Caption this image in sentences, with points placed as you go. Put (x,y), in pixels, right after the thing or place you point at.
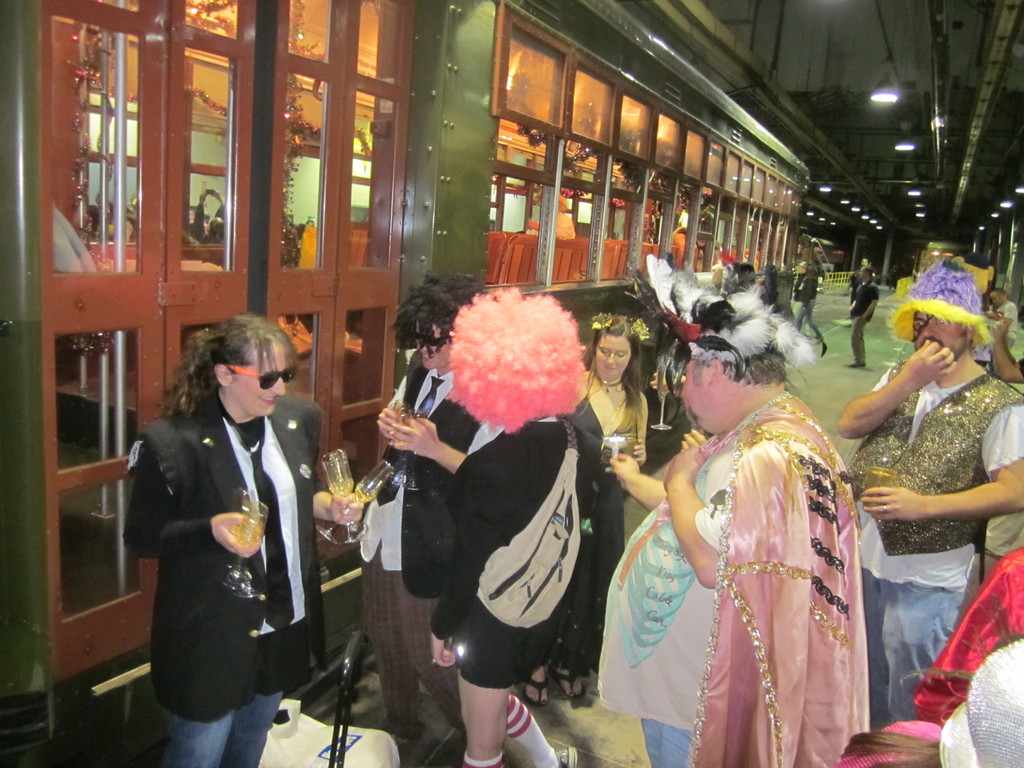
In this image we can see few people (578,456) wearing costumes (933,461). Some are holding glasses (872,477). Also there are glass doors (288,243) and windows (627,199). On the ceiling (830,138) there are lights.
